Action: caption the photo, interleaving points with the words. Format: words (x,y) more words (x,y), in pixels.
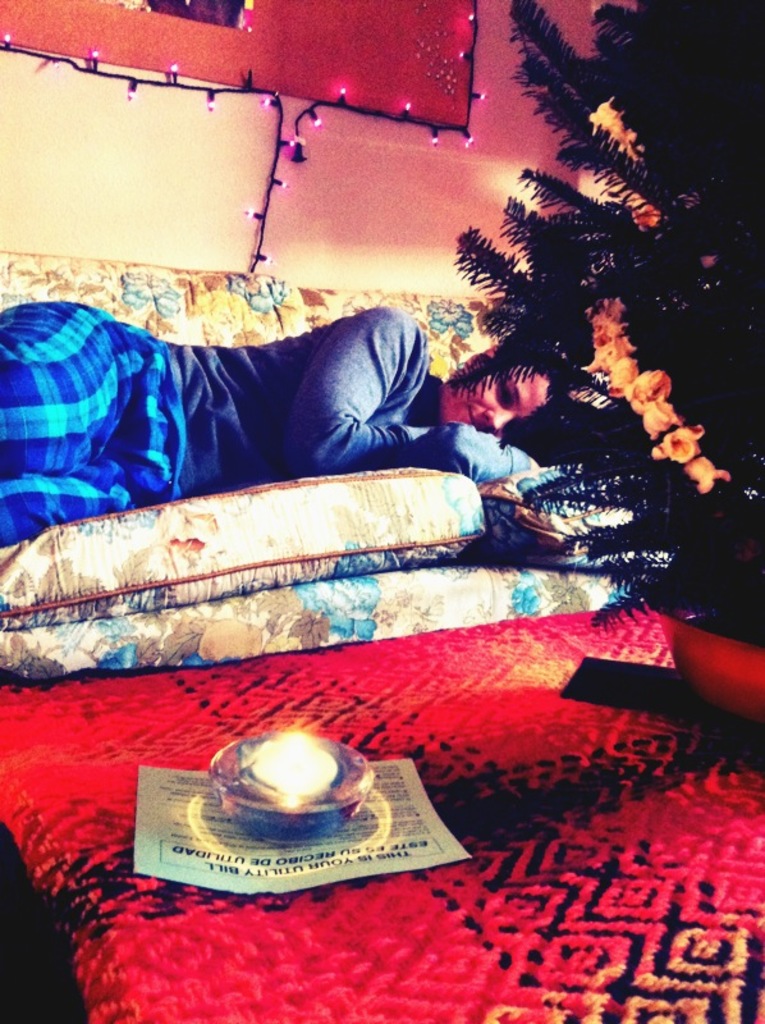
a person (294,468) is lying on the sofa (345,513). right to her there is a Christmas tree (627,303). behind her there are lights (88,69) on the wall (137,188).
